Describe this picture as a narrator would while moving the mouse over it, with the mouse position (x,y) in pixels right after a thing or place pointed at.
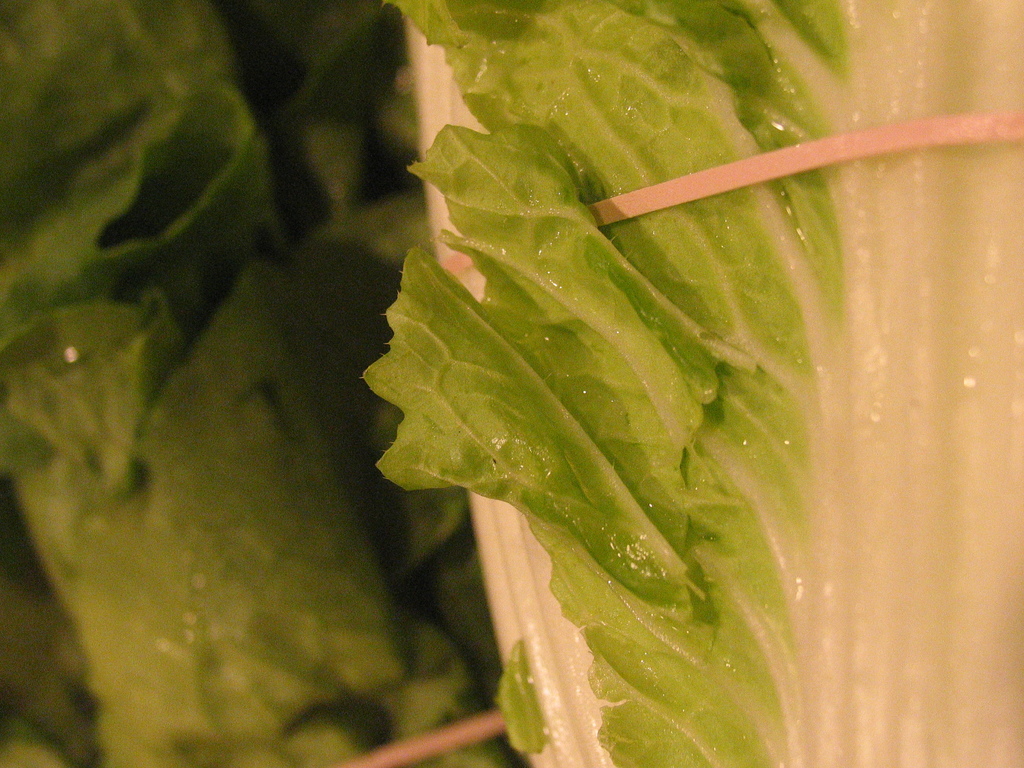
In this picture there is a greenery leaf (777,417) in an object (877,389) and the background (208,268) is greenery (197,370) in the left corner (157,391).
